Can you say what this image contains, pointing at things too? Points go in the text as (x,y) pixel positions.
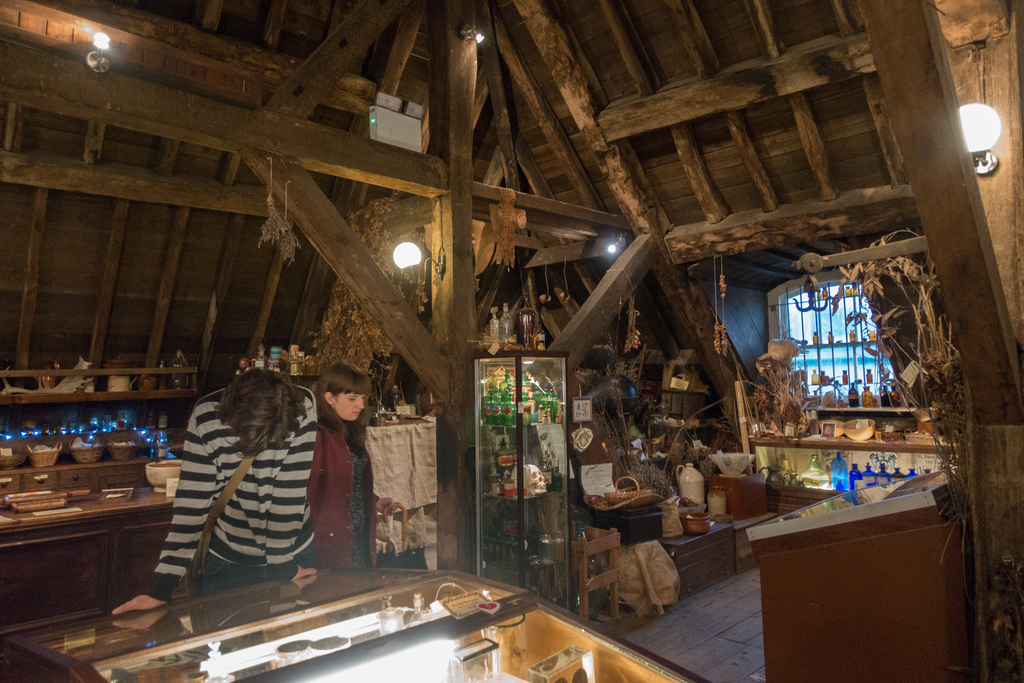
Here in this picture we can see two people (356,371) standing over a place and in front of them we can see a glass box (391,593), in which we can see some things (291,641) present and behind them we can see some baskets (36,464) and some things (53,500) present in the rack (58,486) and we can also see some thing (527,391) present in a glass structure (476,404) beside them and we can see lamps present and we can also see some glass items (810,466) and some porcelain things (716,494) present over there.
